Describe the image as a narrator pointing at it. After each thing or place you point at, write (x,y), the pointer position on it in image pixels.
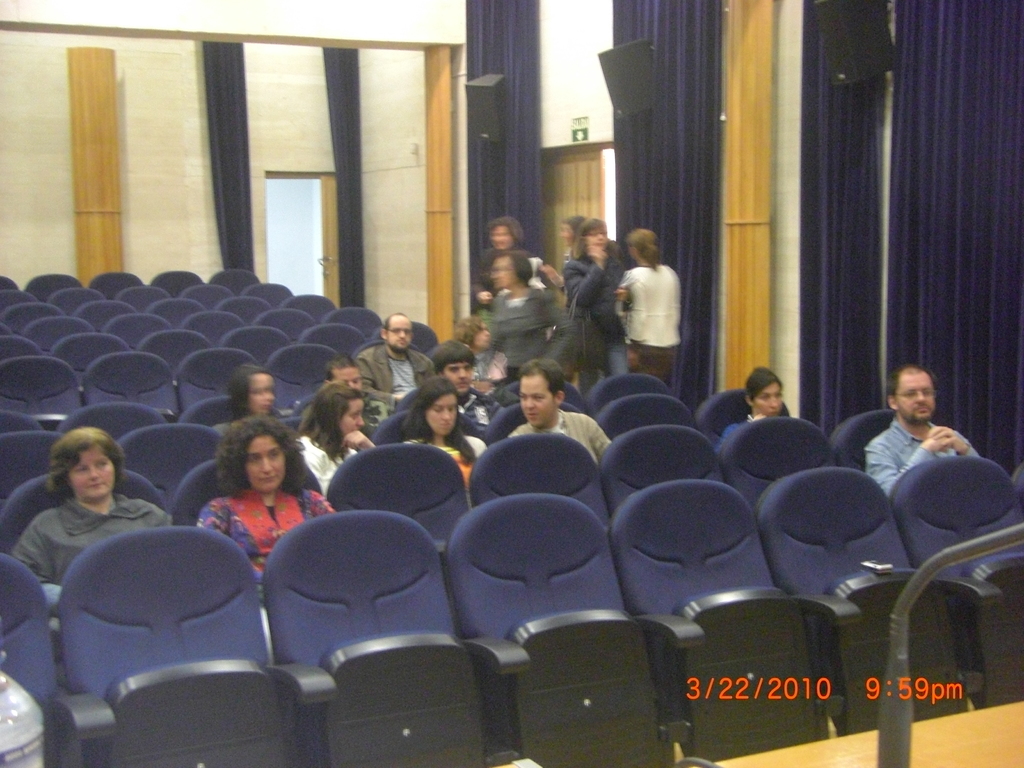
In this image we can see some people (413,365) sitting on the chairs (400,432). We can also see some empty chairs (185,336). On the backside (587,275) there are some people (587,275) standing. We can also see some speakers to the wall (581,115), doors (593,179) and curtains (226,214).
